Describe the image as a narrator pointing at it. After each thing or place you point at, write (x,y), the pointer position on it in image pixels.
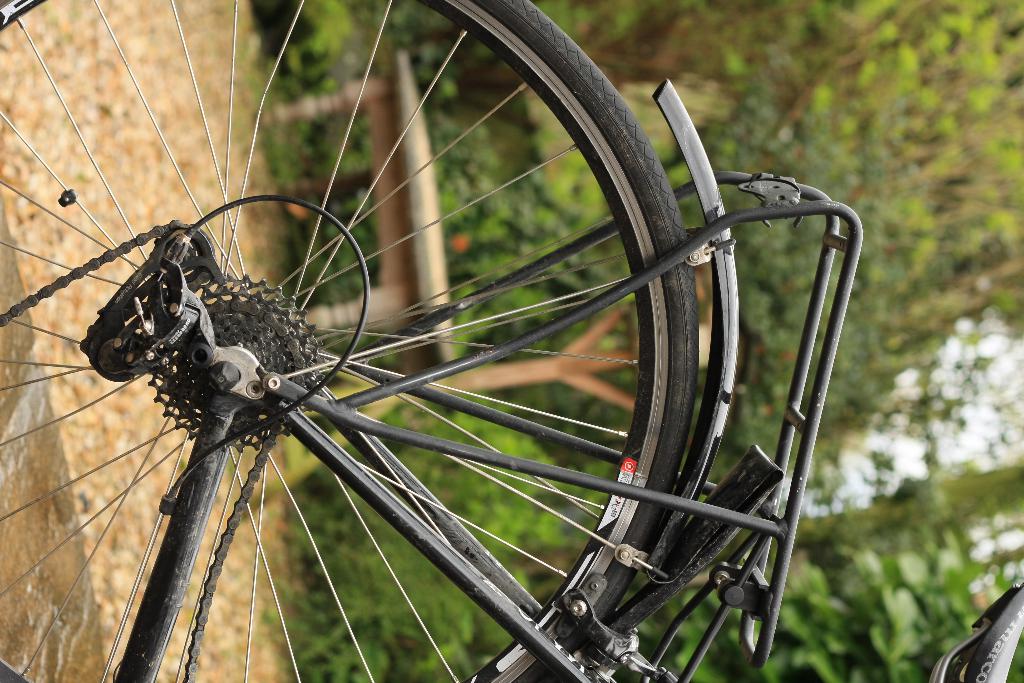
In the picture we can see a bicycle back tire (310,537) with rim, part of a chain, and on the tire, we can see a carrier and behind the bicycle (710,536) we can see a table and behind it we can see full of plants (867,80) and trees (778,6).
